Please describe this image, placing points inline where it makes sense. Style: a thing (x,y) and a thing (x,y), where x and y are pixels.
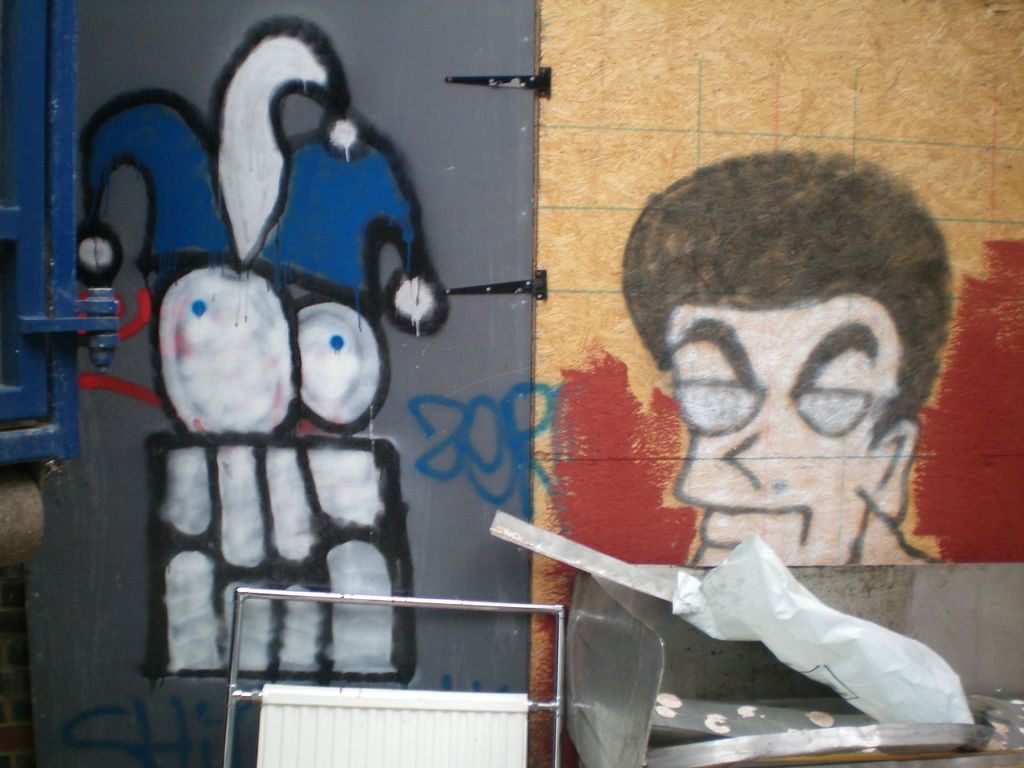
In this image there is a wall (618,74). There is a painting (306,318) on the wall (507,335). In the bottom right (801,706) there is a metal table (641,718). There is a cover (788,634) on the table (621,616). Beside the table (581,610) there is a metal rod (561,607).
